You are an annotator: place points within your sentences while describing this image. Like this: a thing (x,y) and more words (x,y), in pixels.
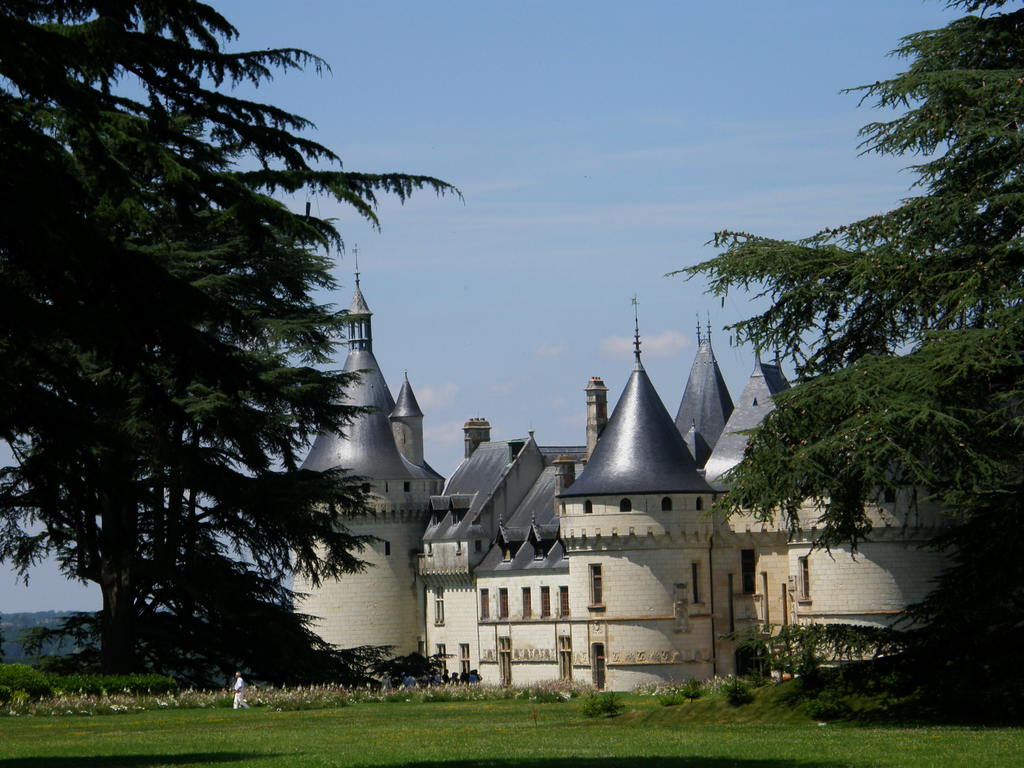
In this image we can see a building (543,470) with windows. We can also see some grass (312,737), plants (279,696) with flowers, trees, a person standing on the ground (248,739) and the sky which looks cloudy.
